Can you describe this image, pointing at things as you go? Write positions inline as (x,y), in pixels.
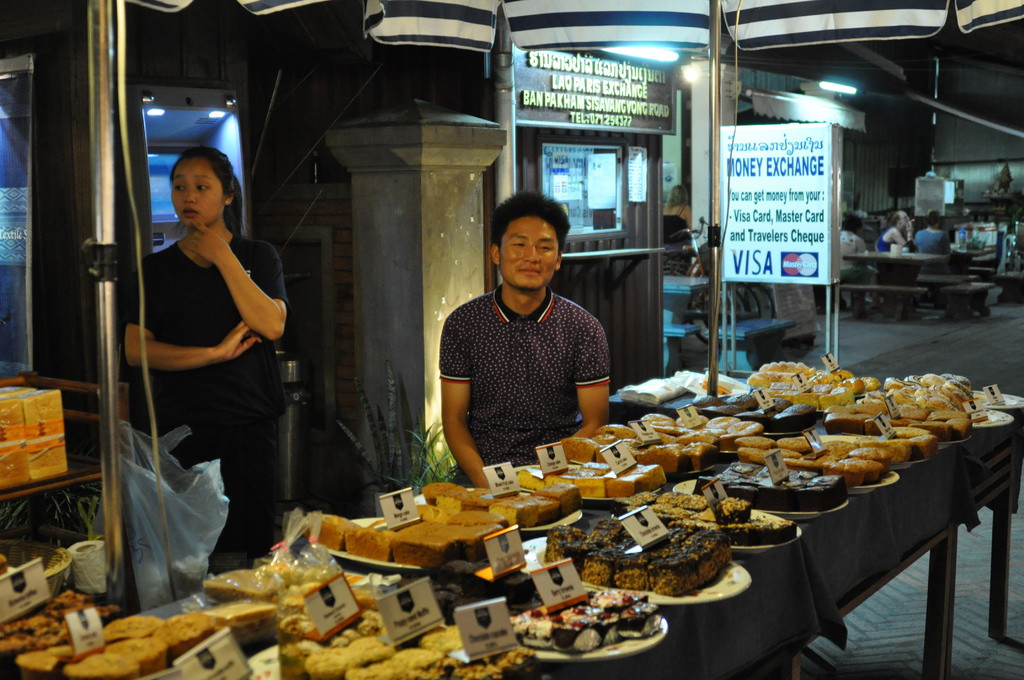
At the bottom of the image (708,614) there is a table (750,593) and we can see plates (727,577), cakes (641,460), cupcakes (129,657), cookies (373,657) and some desserts (707,421) placed on the table (829,621). In the center (482,444) we can see a man (462,414) sitting and smiling. On the left (196,369) there is a lady (196,365) standing. At the top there is a tent (923,0). In the background (426,163) there are buildings (1015,177), benches (947,296) and people (930,238).
